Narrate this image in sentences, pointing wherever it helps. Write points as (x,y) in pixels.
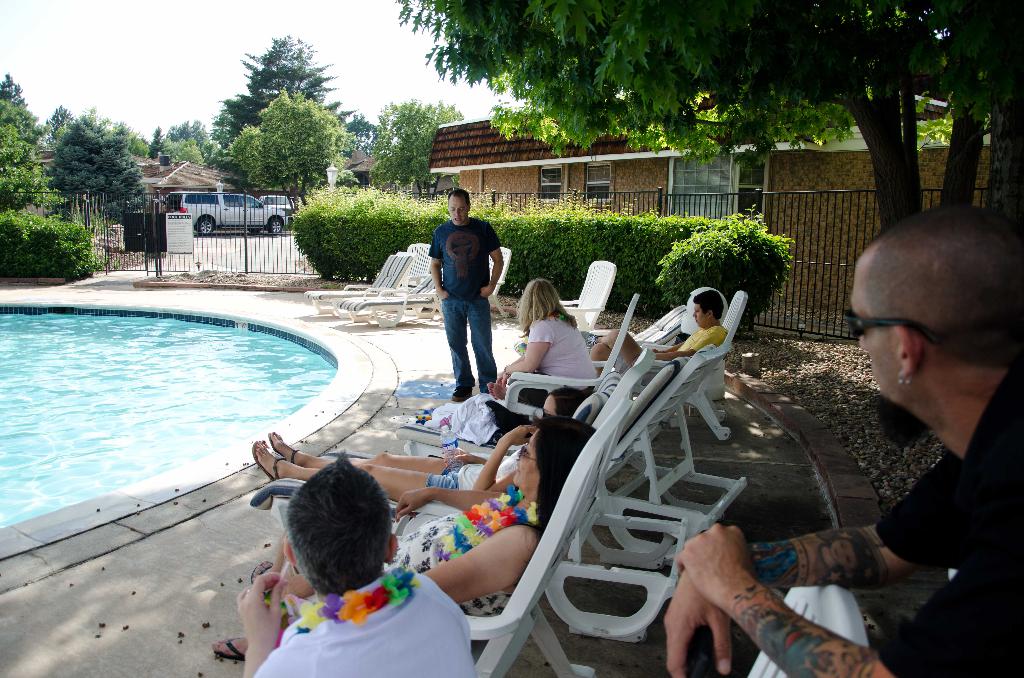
In this picture we can see some persons (625,357) sitting on the chairs (647,479). And one person (914,377) is standing here. He had a tattoo (795,548) on his hand (851,559) and he has goggles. There is a swimming pool (114,426). These are the plants (706,240). And there is a house (630,152). Even we can see the vehicles (233,213) on the road (251,241), these are the trees (373,148). And there is a sky (201,50).
